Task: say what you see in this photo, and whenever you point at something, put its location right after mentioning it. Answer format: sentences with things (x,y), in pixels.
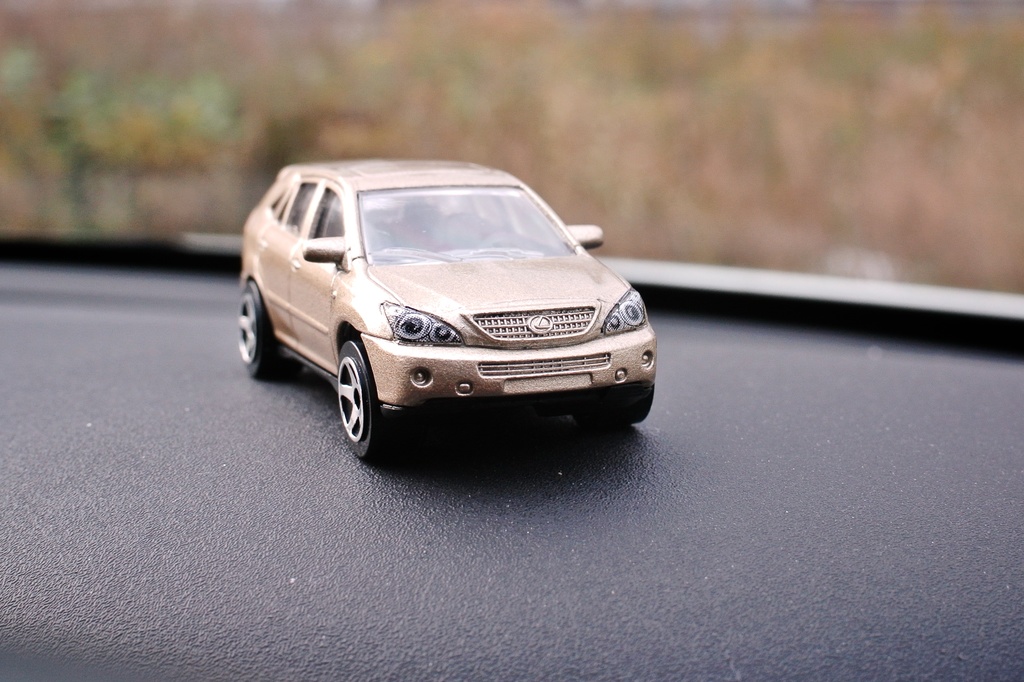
In this image I can see the toy car (453,308) on the black color surface (492,525). I can see there is a blurred background (346,96).
